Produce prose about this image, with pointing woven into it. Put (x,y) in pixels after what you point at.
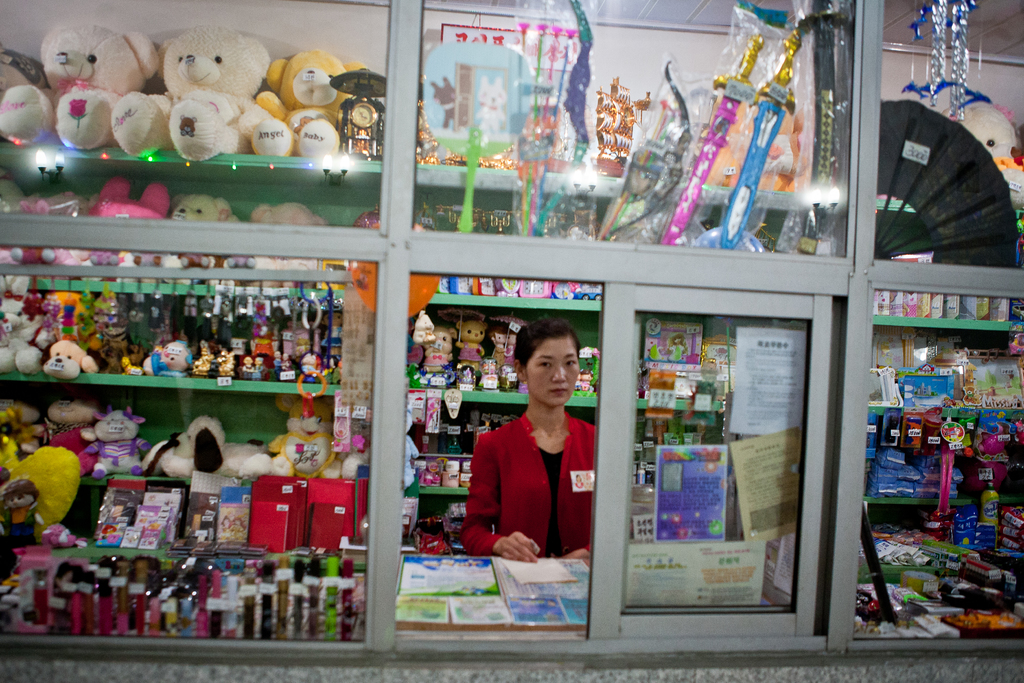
This is a picture of a toys stall (499,251), where there is a person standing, there are toys (729,132) and some items (340,434) inside the stall (633,348).
